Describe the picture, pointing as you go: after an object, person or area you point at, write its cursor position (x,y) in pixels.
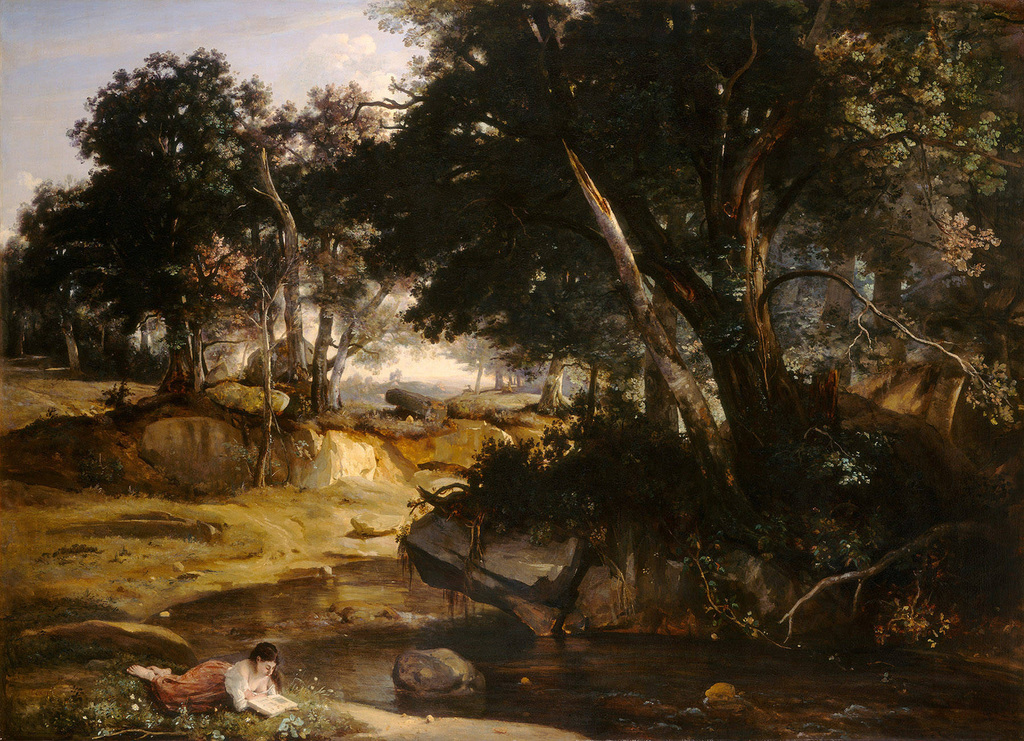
This is a painting. On the left side (176,695), there is a woman (173,683), lying on a grass (309,714) on the ground (219,712) in front of a book (287,701) and there are plants (132,683) which are having flowers (191,728). On the right side (949,728), there is water (940,691) of a lake (372,647). In the background (960,305), there are trees (524,356), rocks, plants (998,467) and grass (88,395) on the ground (303,414) and there are clouds (357,70) in the blue sky (71,82).
